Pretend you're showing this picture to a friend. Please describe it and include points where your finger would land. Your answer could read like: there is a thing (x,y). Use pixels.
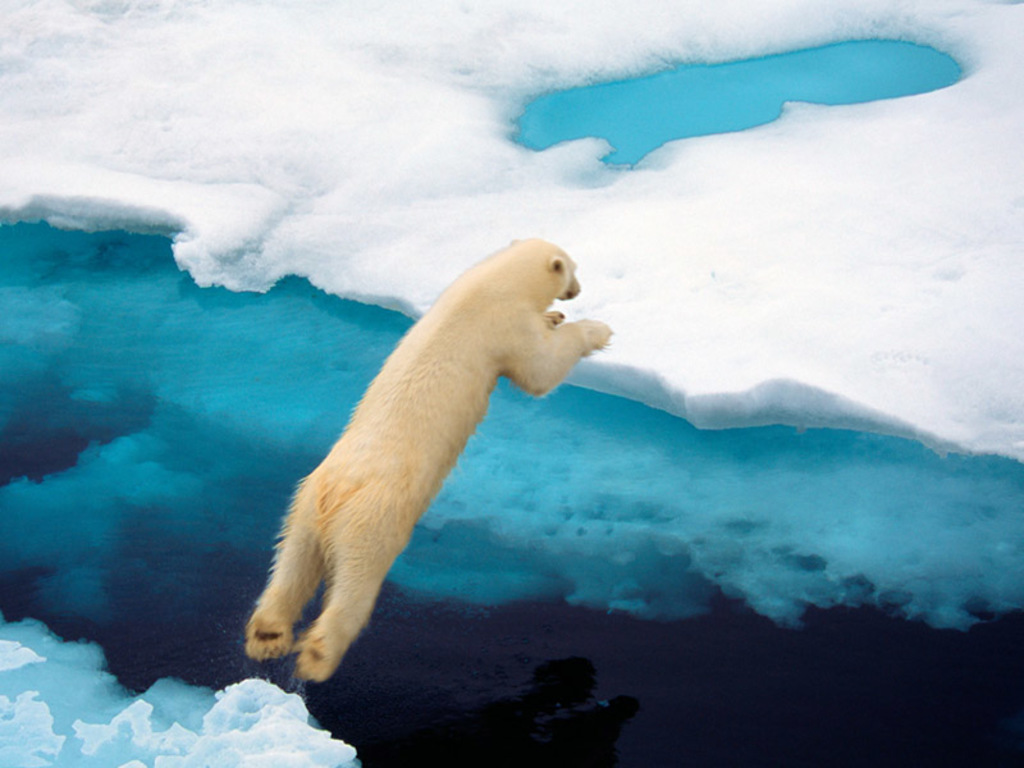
In the image there is a bear (341,622) jumping from one part to the another part of ice (702,282).
